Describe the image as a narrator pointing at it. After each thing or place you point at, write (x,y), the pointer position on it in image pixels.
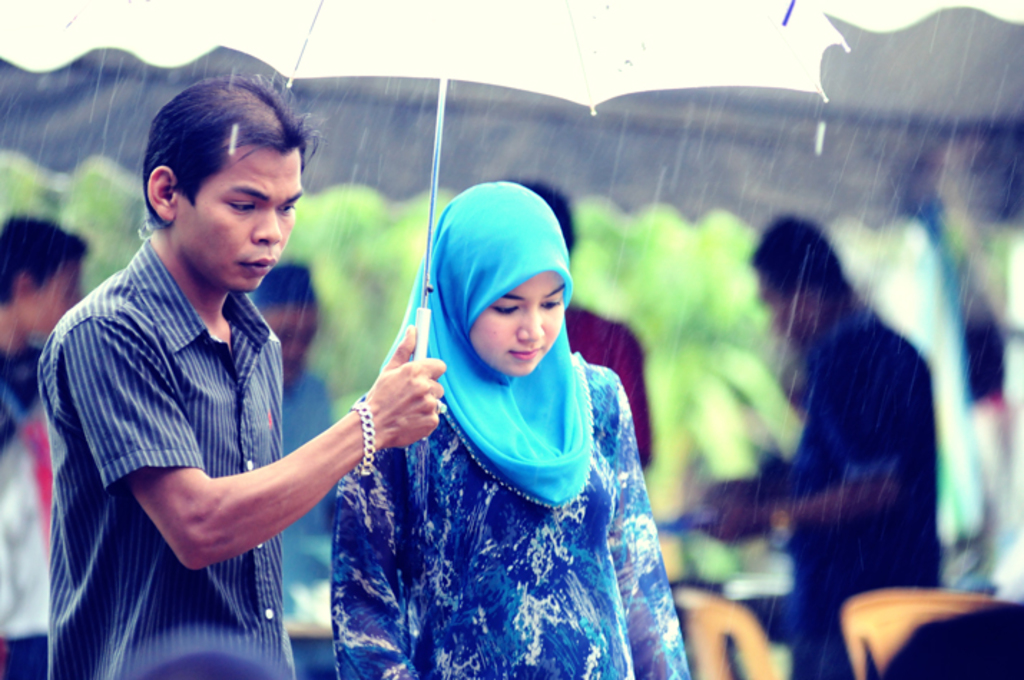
In this images we can see a man (215,269) and a woman (501,516) are under an umbrella (586,16) and the man (205,337) is holding an umbrella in his hand (370,400) and it is raining. In the background (307,370) the image is blur but we can see few persons (293,302), chairs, tent (417,152) and trees (334,312).
